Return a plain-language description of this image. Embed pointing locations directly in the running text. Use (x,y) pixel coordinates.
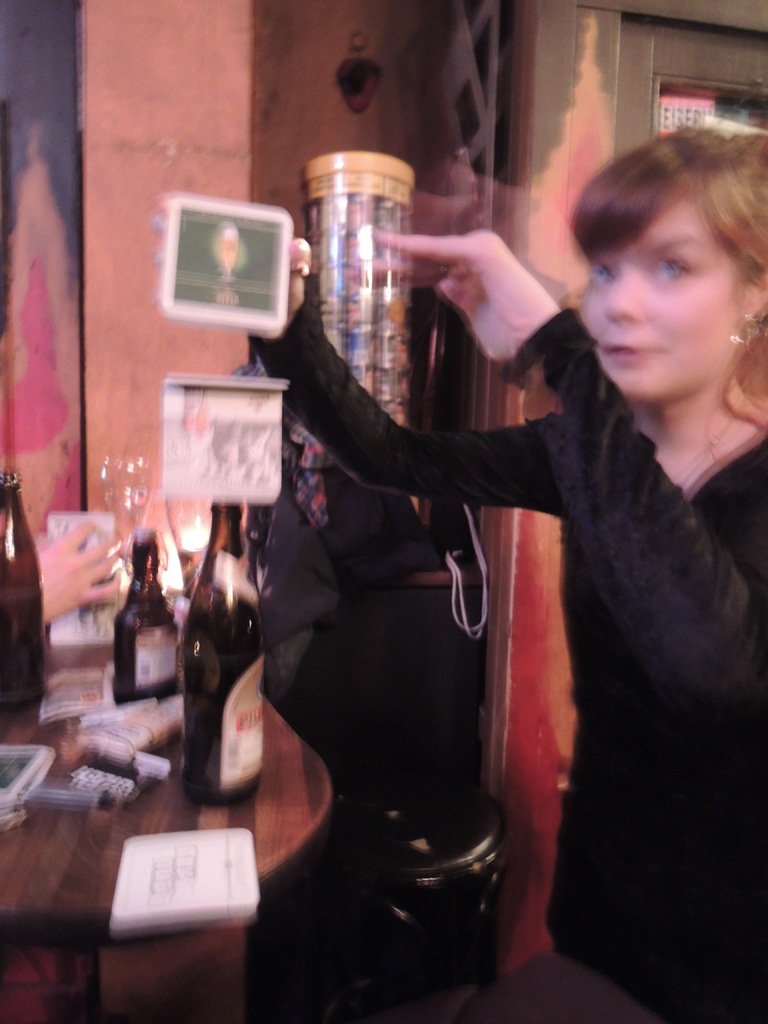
A lady (616,627) wearing a black dress (627,472) is holding a coaster (221,285). There is a table (288,794), on the table (321,796) there are bottles (203,678) and some other items (103,767). In the background (122,186) there is a wall (122,186).
